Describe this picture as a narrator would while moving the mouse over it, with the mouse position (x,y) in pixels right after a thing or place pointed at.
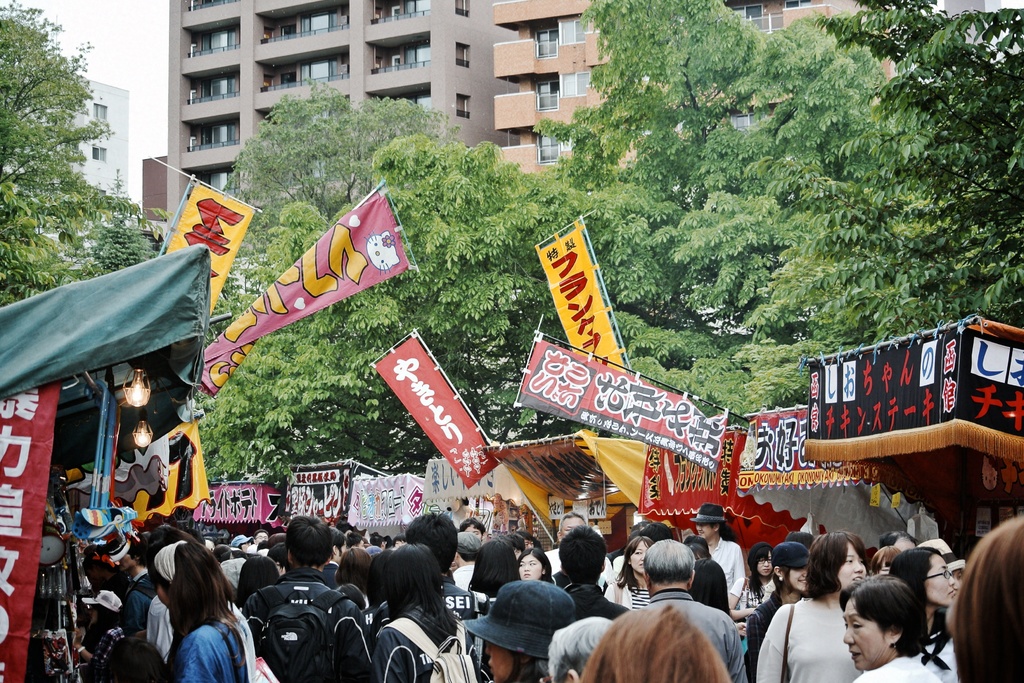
In this image there are buildings (439,44) truncated towards the top of the image (419,73), there is the sky (133,70), there is a building (99,104) truncated towards the left of the image (94,118), there are trees (659,160), there are trees (936,221) truncated towards the right of the image (957,121), there are trees (43,187) truncated towards the left of the image (36,106), there are banners (621,406), there is text (582,378) on the banners (464,416), there are lights (132,391), there are group of persons (537,604), there are persons (581,593) truncated towards the bottom of the image (629,665), there is a person (983,591) truncated towards the right of the image (986,559), there are objects (24,349) truncated towards the left of the image (42,456).
